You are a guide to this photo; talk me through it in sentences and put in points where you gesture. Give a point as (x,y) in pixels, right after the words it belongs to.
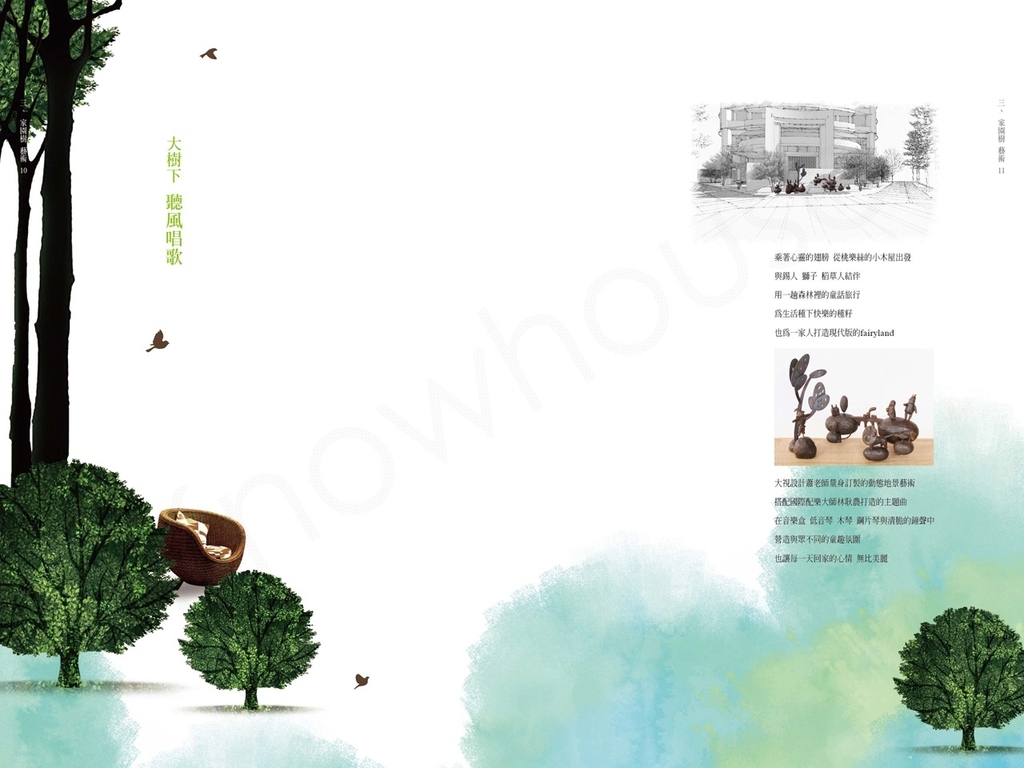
In this picture there is a paper poster (302,673). On the left side (46,558) there are some trees (43,297) and on the right (836,122) we can see a small photography (827,463) and quotes (851,490).
